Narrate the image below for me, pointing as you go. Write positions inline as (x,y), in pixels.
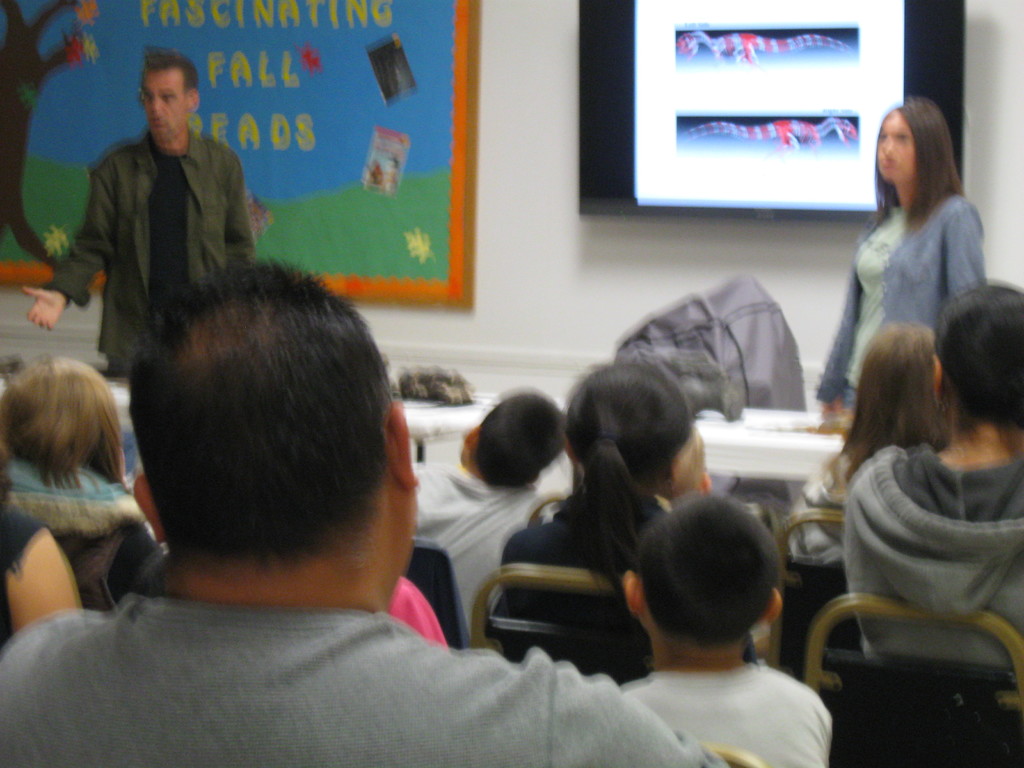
In this image, we can see people (268,584) sitting on the chairs (472,618) and in the background (209,159), there is a man (166,135) and a lady (895,296) standing and we can see some boards (473,117) placed on the wall (528,200).
